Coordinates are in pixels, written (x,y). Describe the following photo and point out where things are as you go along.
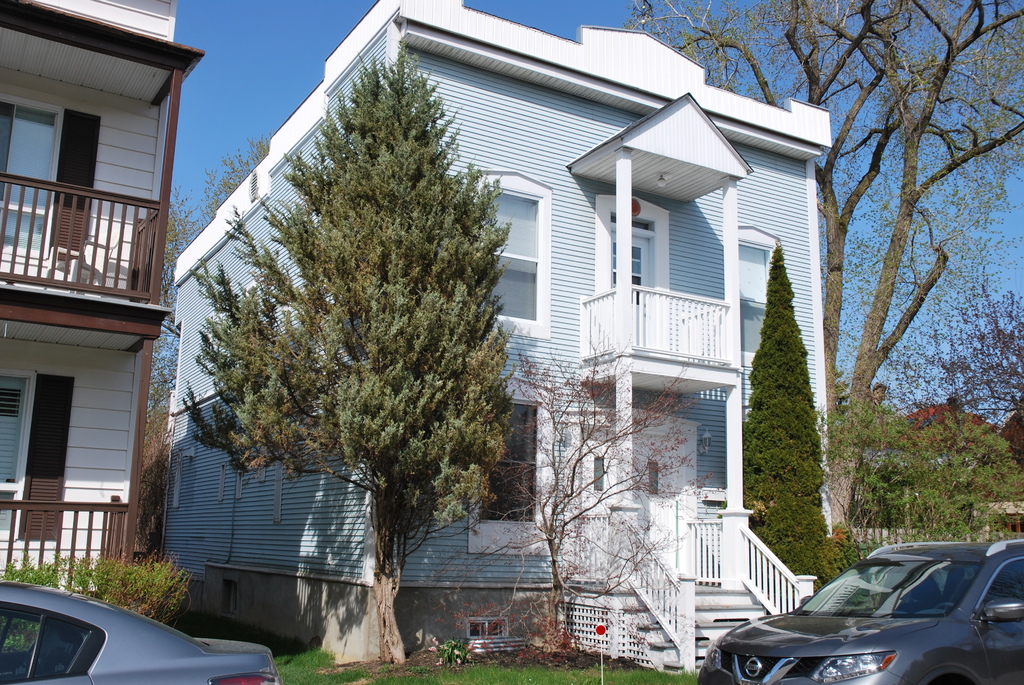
This image consists of a tree (380,427) and a building (636,274) in light blue color. There are two cars (149,672) parked. At the bottom (492,671), there is green grass (472,684). To the right (974,147), there are many trees (885,428).
